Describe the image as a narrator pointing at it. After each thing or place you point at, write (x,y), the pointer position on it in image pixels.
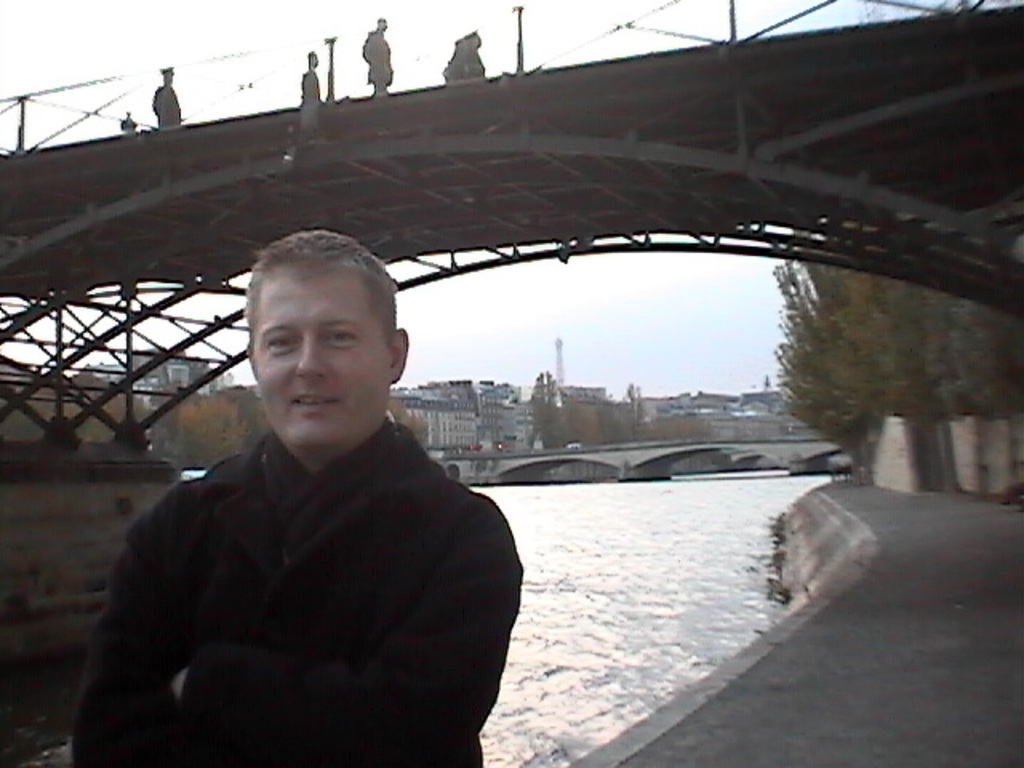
A man (250,619) is standing wearing a black dress (385,685). There is water (666,559) at the back (661,535). There is a bridge (400,160) on which people (467,46) are present. There are trees (553,394) and buildings (497,394) at the back (552,418).
